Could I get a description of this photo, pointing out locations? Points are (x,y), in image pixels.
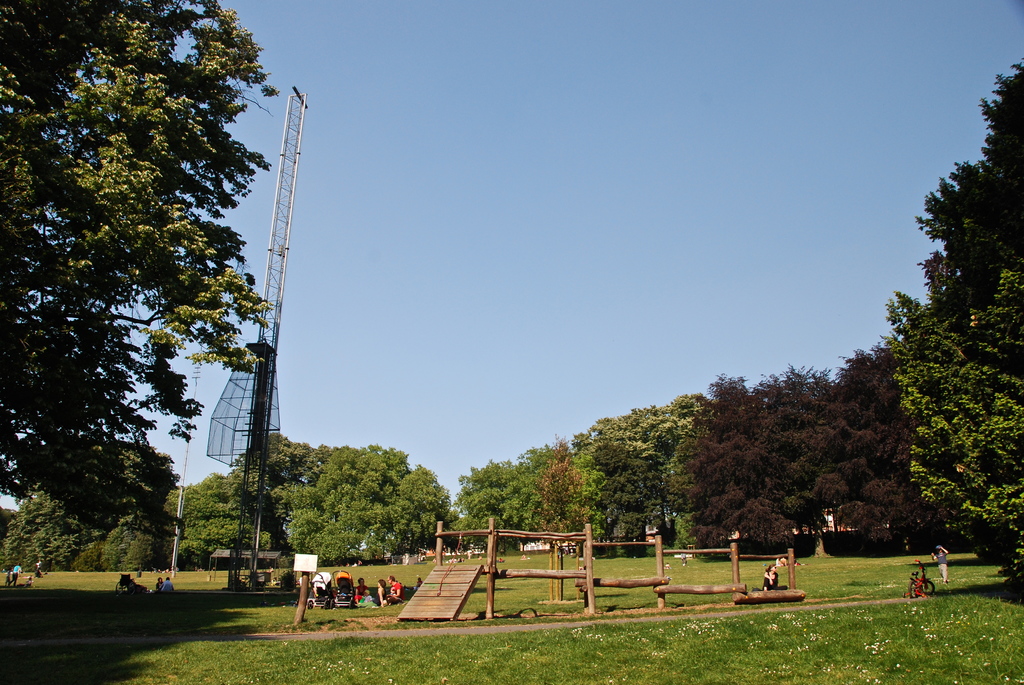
In this image there is a ground (391,614) in the middle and there are trees (684,418) around the ground (451,644). There is a tower (256,446) on the left side (249,459). At the top (583,109) there is sky (589,247). In the middle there is a wooden bridge (678,589). On the ground (172,608) there are few people (385,581) sitting on it.
